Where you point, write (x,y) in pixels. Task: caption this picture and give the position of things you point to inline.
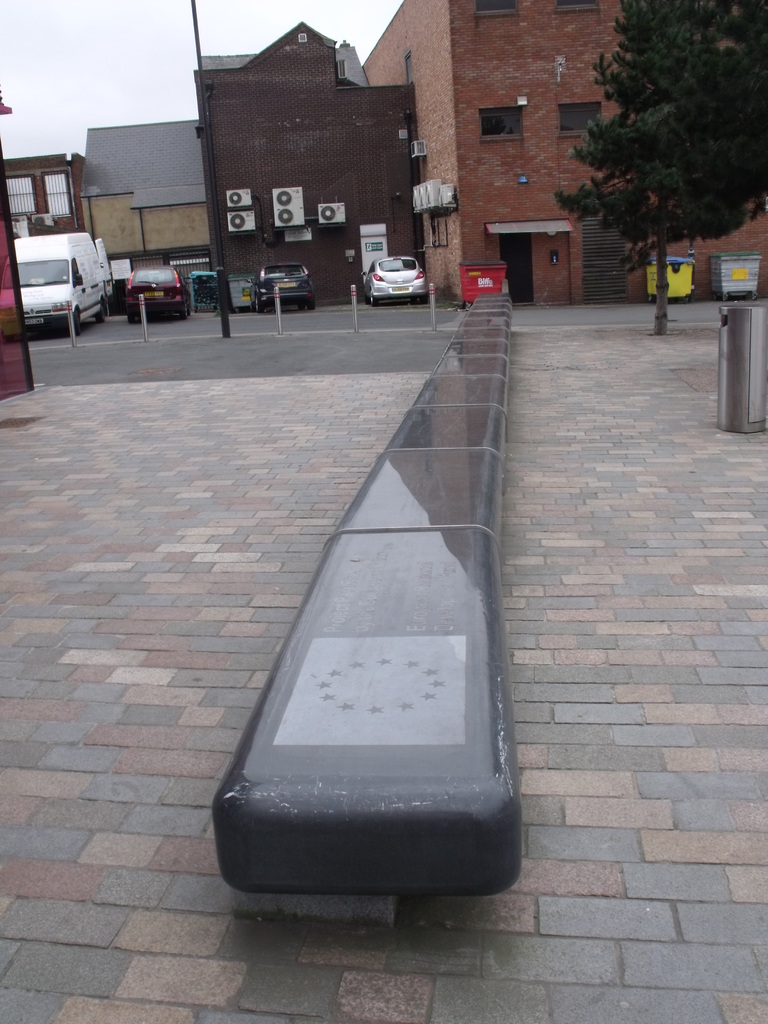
In this picture it looks like a walkway stone (466,664) in the middle (490,611). In the background (419,239) I can see few vehicles (84,303) and buildings (377,165), there is a tree (629,213) on the right side (629,213). At the top (141,29) there is the sky (169,89).
